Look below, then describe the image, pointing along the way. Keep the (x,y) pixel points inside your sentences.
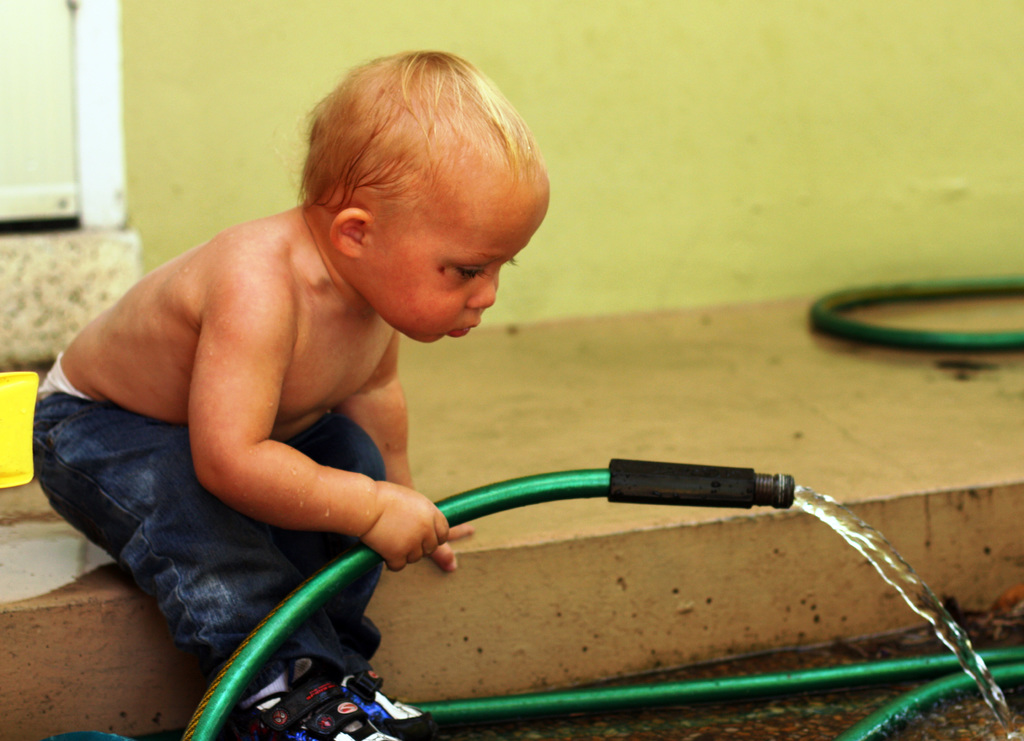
In the image there is a boy (186,606) with jeans (229,594) is sitting on the floor (56,639). And he is holding the green color pipe (767,489) in hand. Behind him there is a wall (222,1) with white door (26,218).
